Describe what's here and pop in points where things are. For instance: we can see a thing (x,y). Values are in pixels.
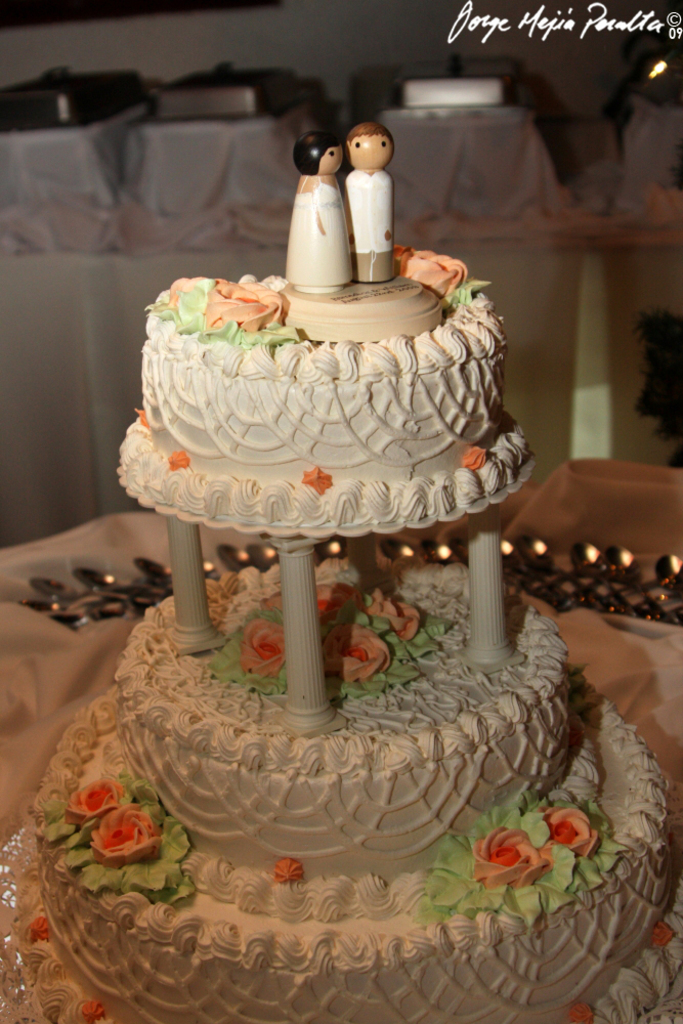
In this image I can see a cake (292,636) on a table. In the background (500,159) I can see some objects (536,158). Here I can see a watermark (652,14).
